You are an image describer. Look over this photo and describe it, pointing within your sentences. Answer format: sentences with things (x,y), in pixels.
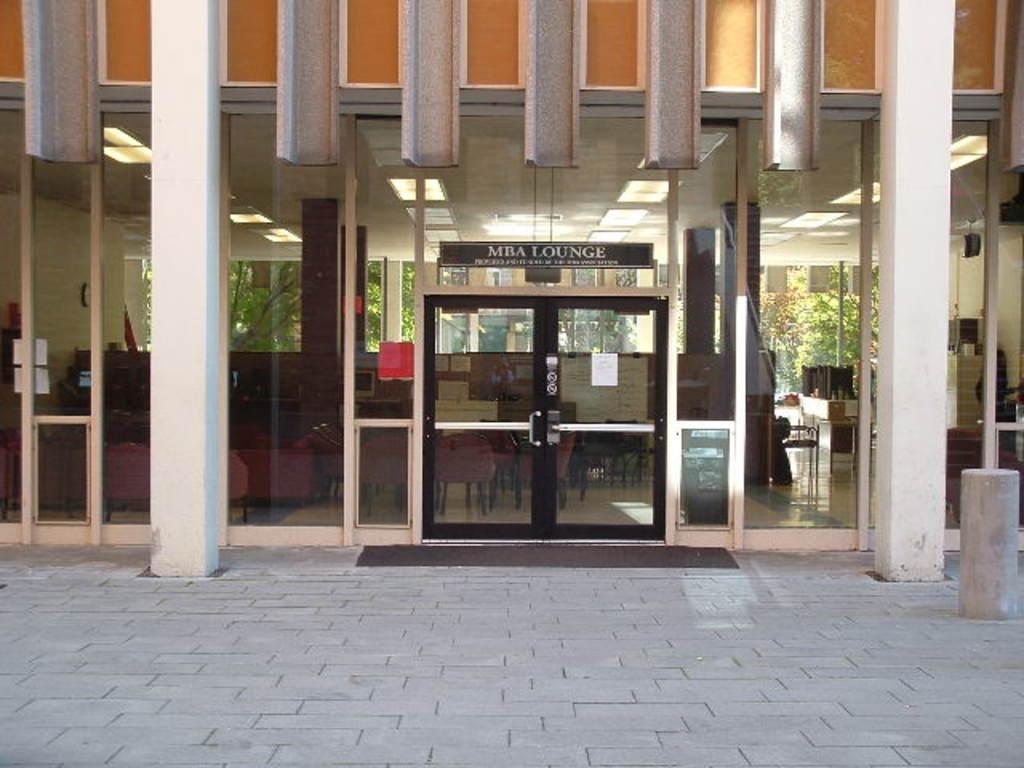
IN this image we can see a building (420,436), inside the buildings (475,410) we can see some chairs (271,469) and some other objects (845,393), there are some pillars (165,500), doors (475,444), trees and board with some text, on the building (694,407) we can see some posters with text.
